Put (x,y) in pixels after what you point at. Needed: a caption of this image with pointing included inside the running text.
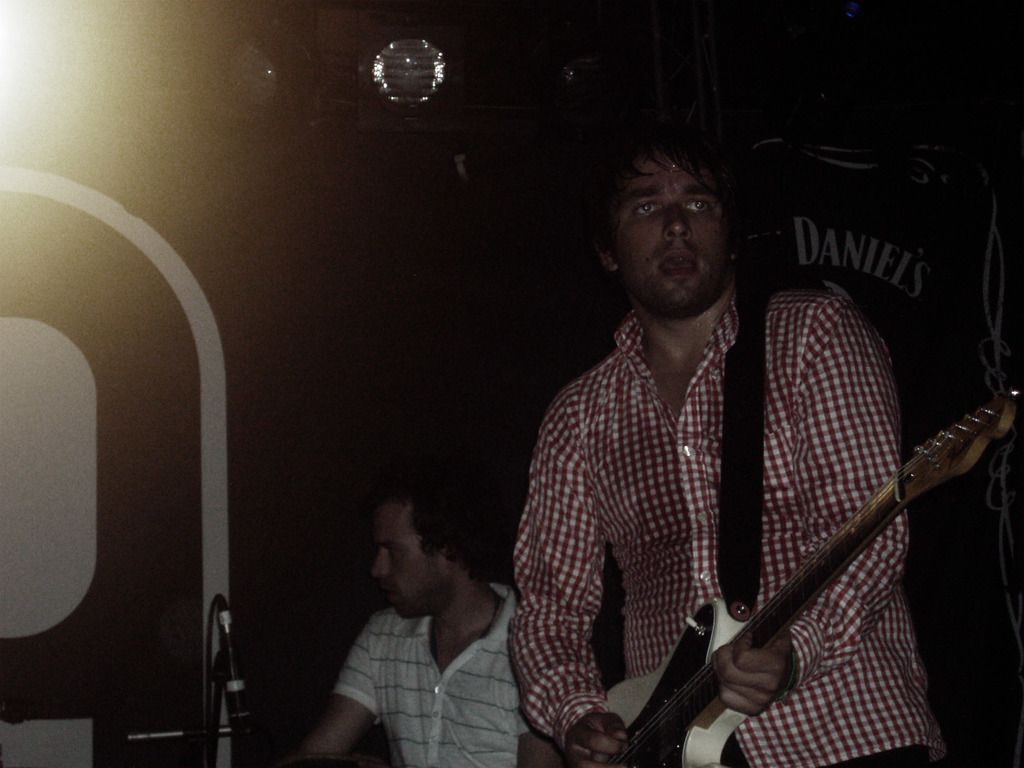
In this picture we can see two persons (768,584). One of them is playing a guitar (790,587).
